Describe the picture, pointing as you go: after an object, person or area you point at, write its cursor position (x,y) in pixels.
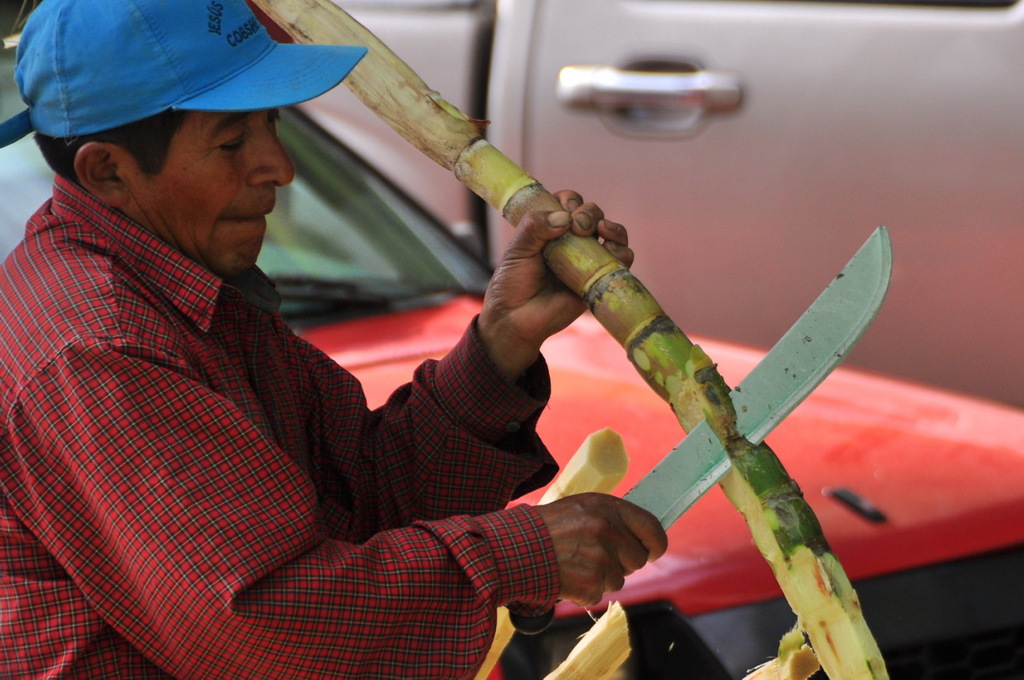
This image consists of a man (203,271) wearing red shirt (98,570) and blue cap (168,92) is cutting the sugarcane stick (865,626). Beside him there are two cars (772,295).
